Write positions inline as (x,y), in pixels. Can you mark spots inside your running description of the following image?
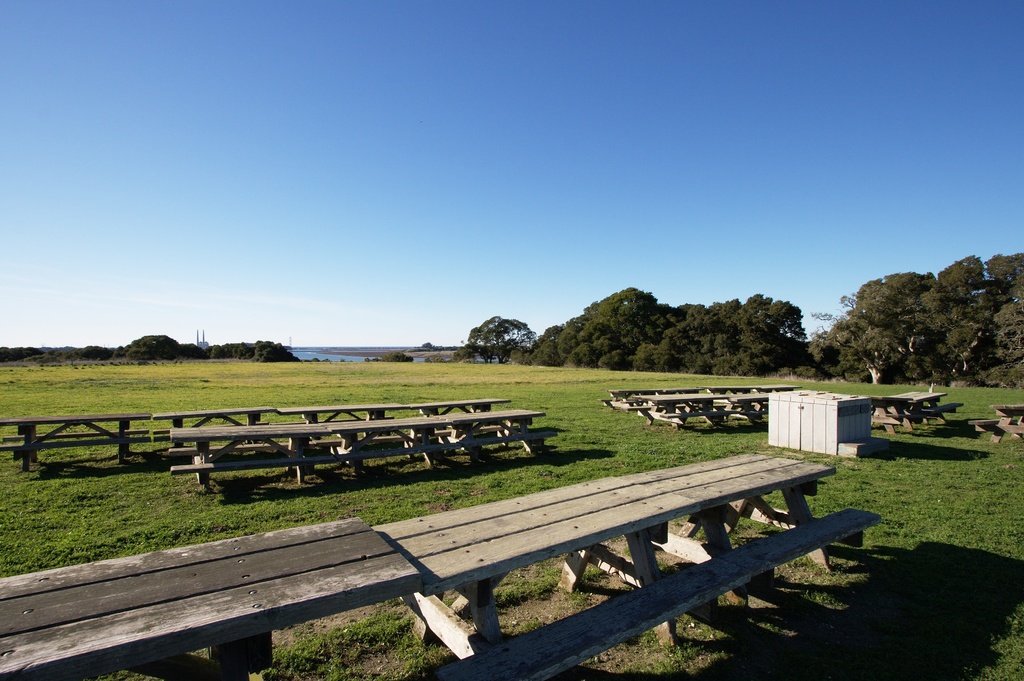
This picture is clicked outside. In the foreground (534,626) we can see the benches (726,514) and some other objects (847,423) and we can see the green grass (592,401), plants (548,364), trees (260,351). In the background (319,126) we can see the sky (239,325) and some other objects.
